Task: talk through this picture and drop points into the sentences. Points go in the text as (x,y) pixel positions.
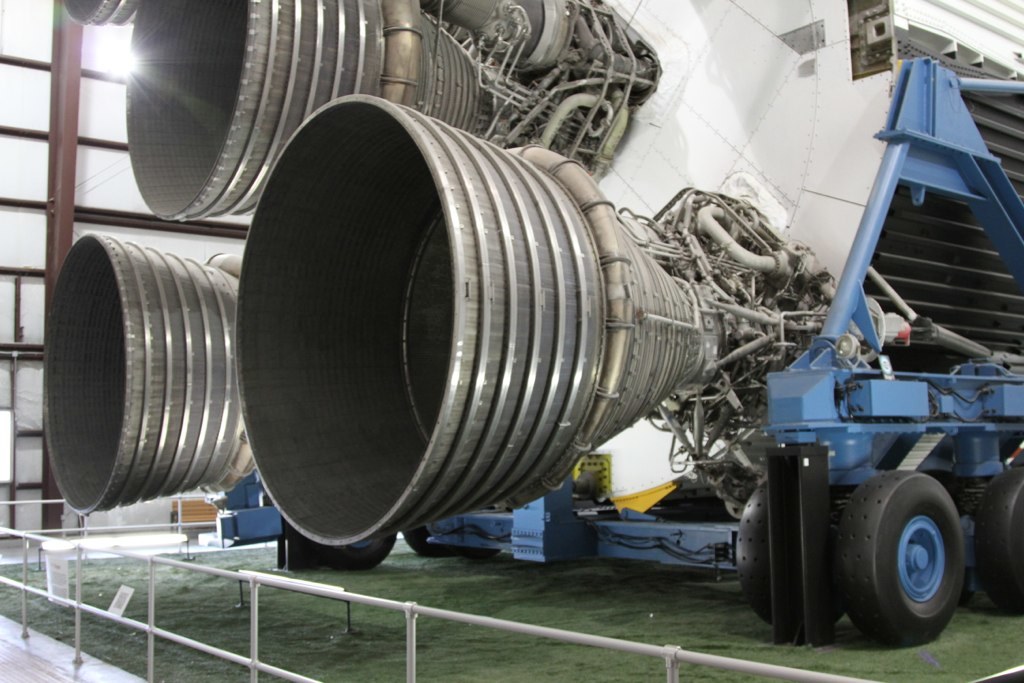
In this image I can see a machine (564,416) and wheels (912,567) with it.
